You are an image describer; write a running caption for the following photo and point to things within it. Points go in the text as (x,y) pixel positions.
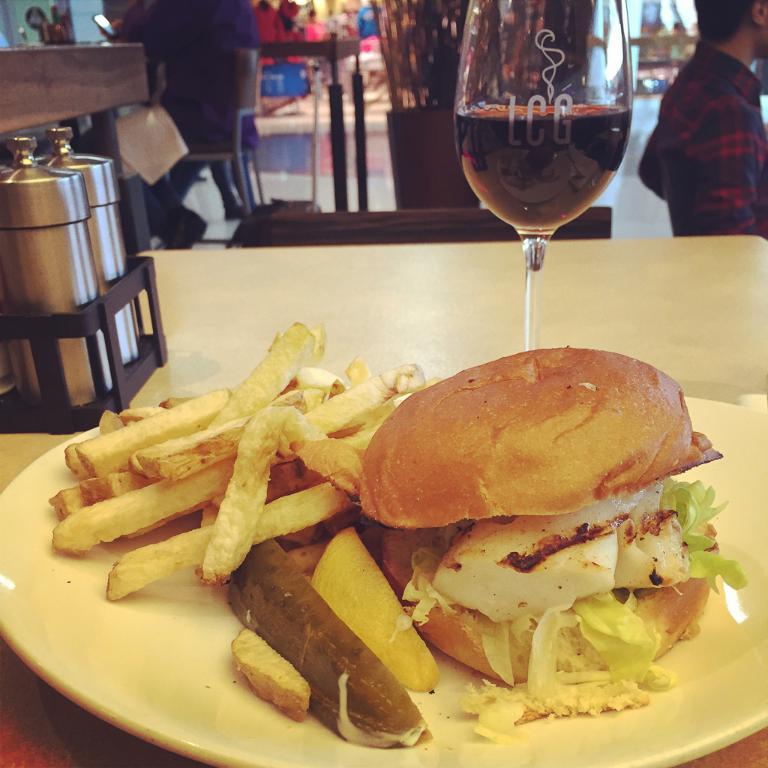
In the foreground of the picture (447,280) there is a table (311,297), on the table (212,303) there are glass (509,194), jars (77,249), plate (215,492) and food items (324,468). In the background (183,94) there are tables (113,56), chairs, desk (64,90), people (198,40) and other objects (280,63).
